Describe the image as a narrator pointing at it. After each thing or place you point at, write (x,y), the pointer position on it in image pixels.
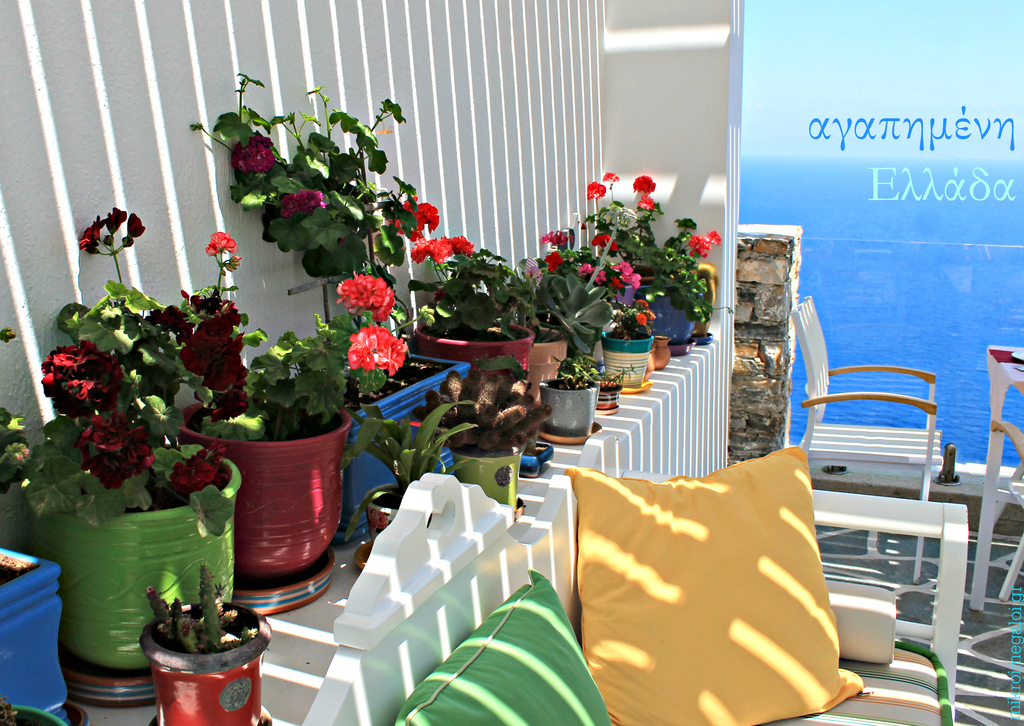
In this picture we can observe some plants (280,388) in the plant pots (91,566). We can observe some different colors of flowers (375,310) to the plants (344,375) which are placed on the white color desk (143,710). We can observe yellow and green color pillows (651,629). On the right side (905,320) there is a glass (850,318). In the background (841,232) we can observe an ocean (828,196) and a sky (862,55).
